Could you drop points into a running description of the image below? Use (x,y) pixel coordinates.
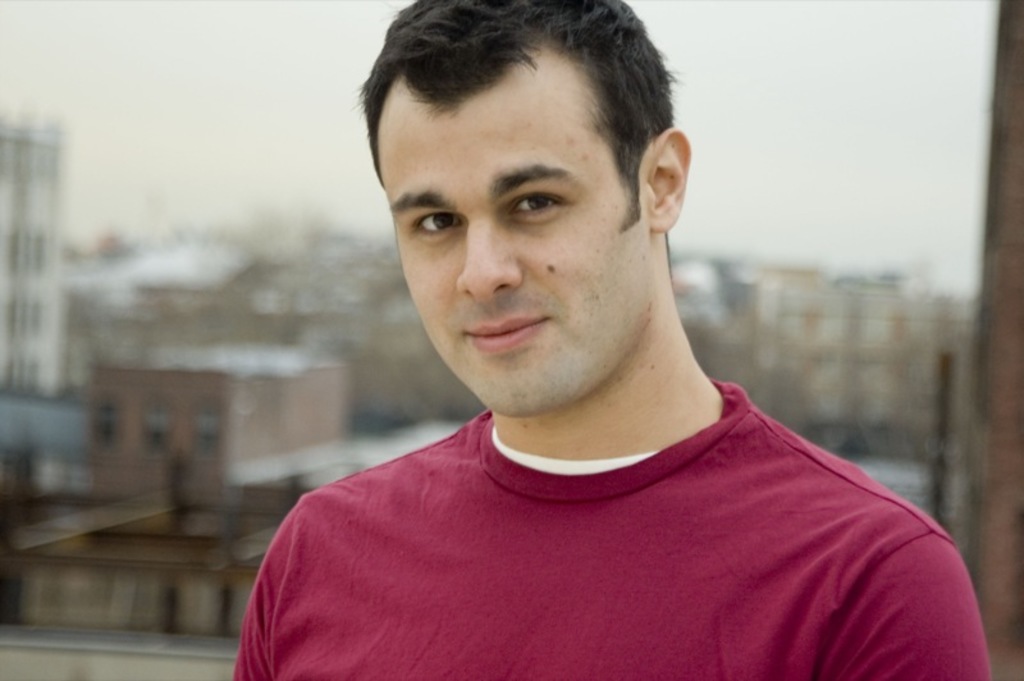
In this picture we can see a man (382,586) smiling. Few trees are visible in the background (794,415).
